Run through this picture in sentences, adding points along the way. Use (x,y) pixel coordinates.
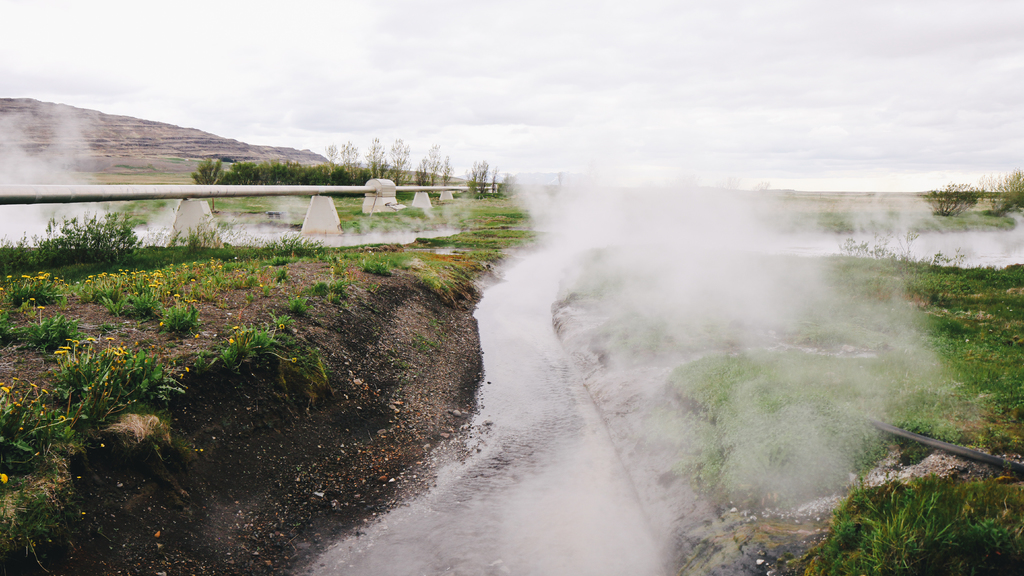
In this picture the land (430,346) is covered with mud (99,442) and small plants (50,413) and here we can also see fog (579,282) all over the place.
